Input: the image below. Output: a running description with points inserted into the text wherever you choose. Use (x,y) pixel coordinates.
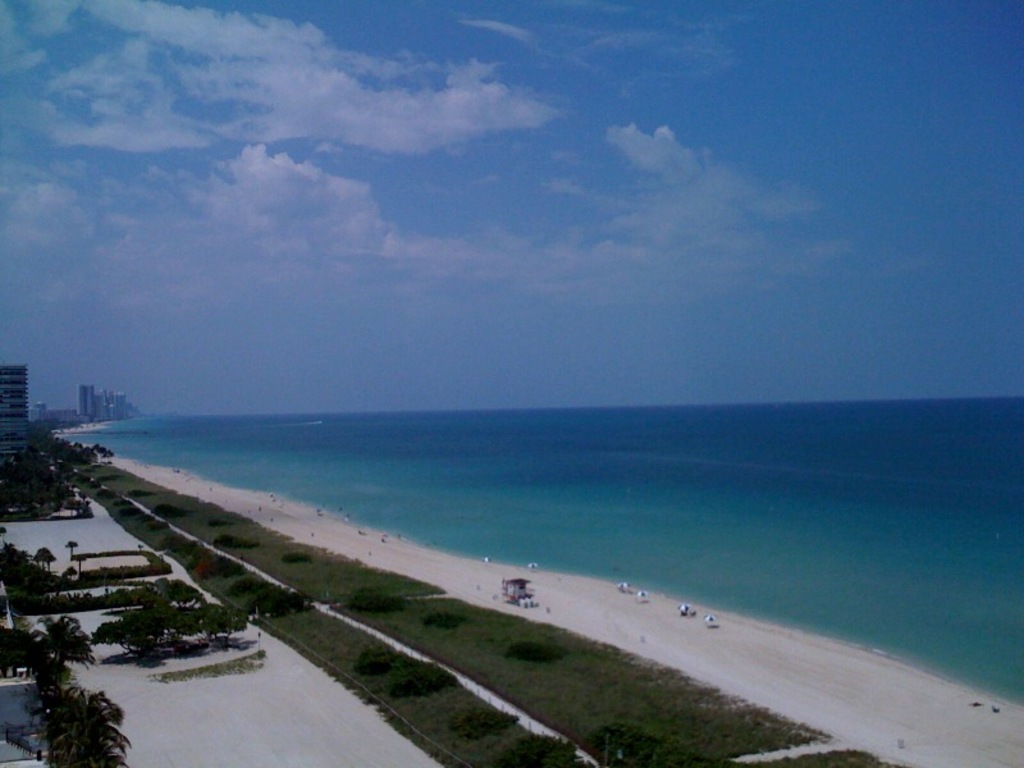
In the image there is a beach (791,638) on the right side (912,723), on left side (285,611) there are garden (544,739) and trees (134,595) and on back there are buildings (99,406), over the top it's sky (559,170) with clouds (232,128).
